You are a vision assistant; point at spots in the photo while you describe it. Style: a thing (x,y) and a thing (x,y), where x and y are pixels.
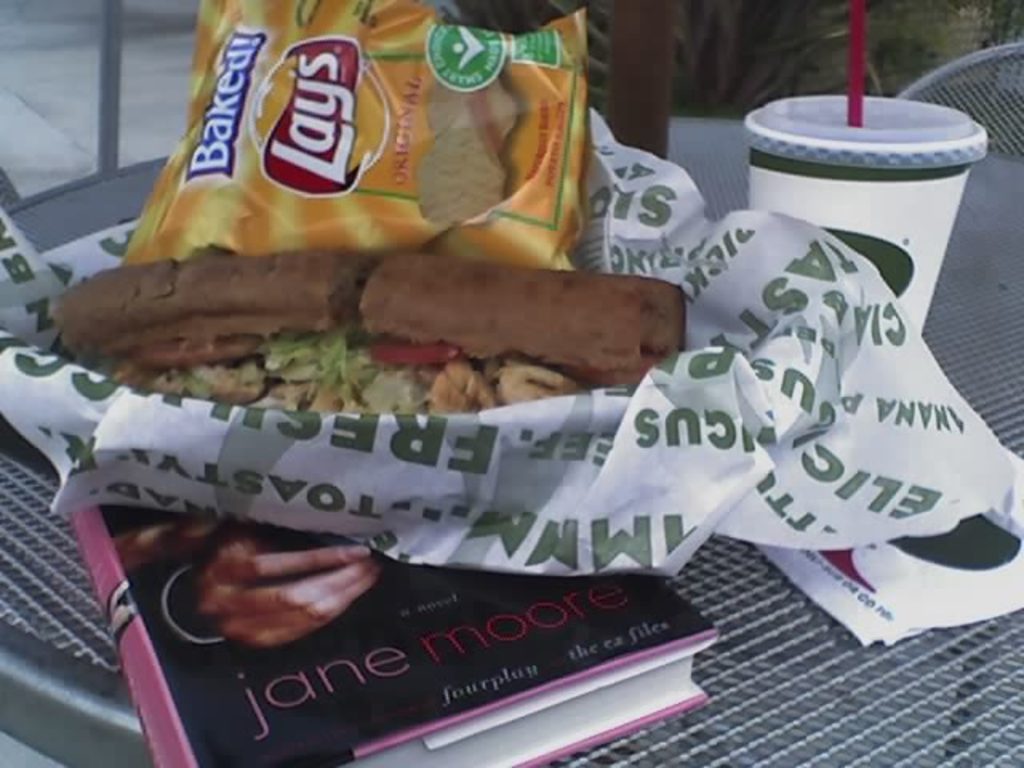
In the center of the image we can see a table (124,765). On the table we can see a book (417,712), packet (478,184), food (486,325) which is packed, glass (850,206) with straw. At the top of the image (974,70) we can see the floor (15,18) and chair (954,96).
